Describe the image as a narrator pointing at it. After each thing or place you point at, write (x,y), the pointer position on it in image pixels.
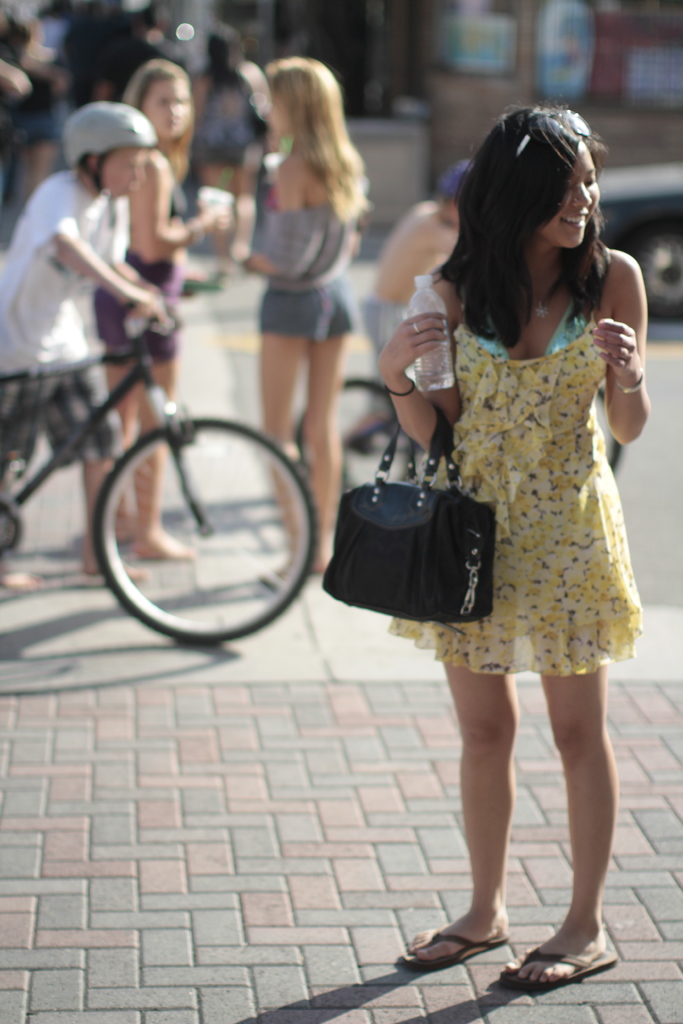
A woman (502,489) is standing on a footpath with a bag (458,548) and bottle (436,386) in her hand (396,347). There are some people (132,406) crossing the road (58,476) behind her.
